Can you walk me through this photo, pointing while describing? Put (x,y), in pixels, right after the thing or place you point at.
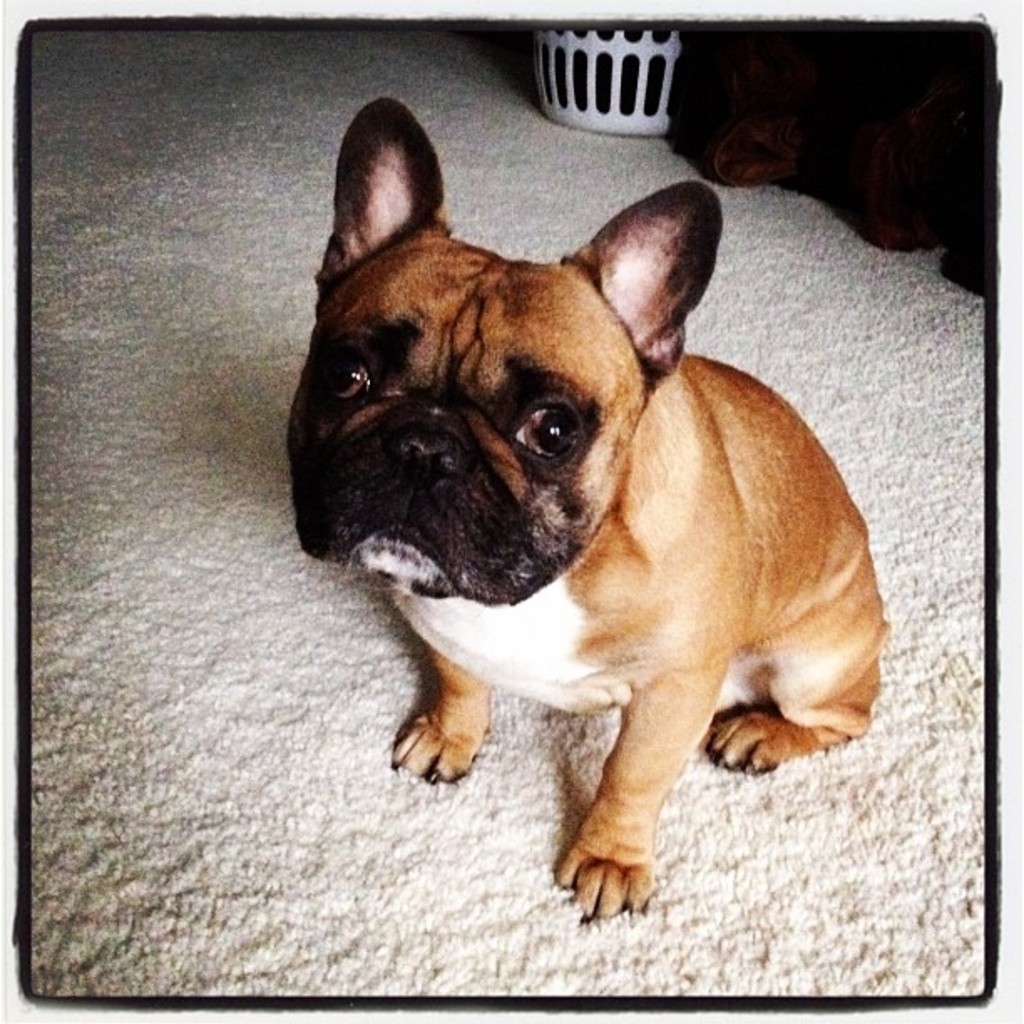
In this image I can see a dog (390,180) in brown, black and white color. Background (615,107) I can see an object (626,101) in white color.
